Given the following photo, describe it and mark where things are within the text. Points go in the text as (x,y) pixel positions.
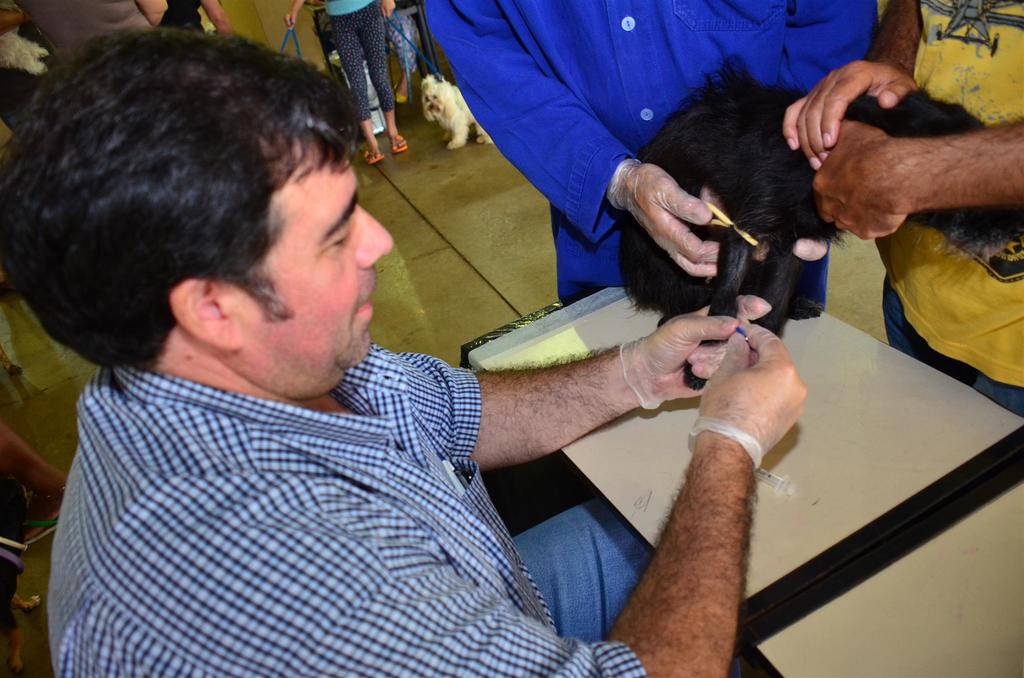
In this image there is a person (226,382) sitting and holding an object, there is a table (811,467) truncated towards the bottom of the image (835,517), there are animals (732,208), there are person (796,74) truncated towards the top of the image (927,67), there is leash (415,47), there is animal (10,503) truncated towards the left of the image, there is an object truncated towards the left of the image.
